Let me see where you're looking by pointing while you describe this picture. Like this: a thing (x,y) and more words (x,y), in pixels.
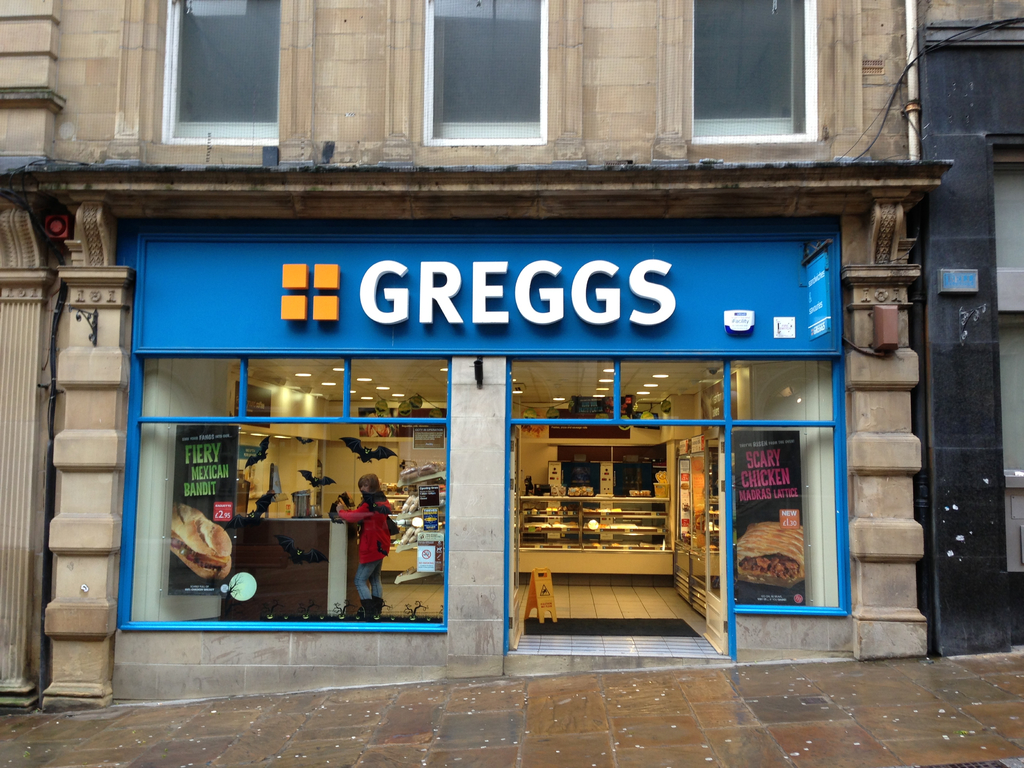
In this picture we can see few lights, and a woman (375,481) in the store (433,439), and also we can see a pipe (912,40) on the building (596,102).
